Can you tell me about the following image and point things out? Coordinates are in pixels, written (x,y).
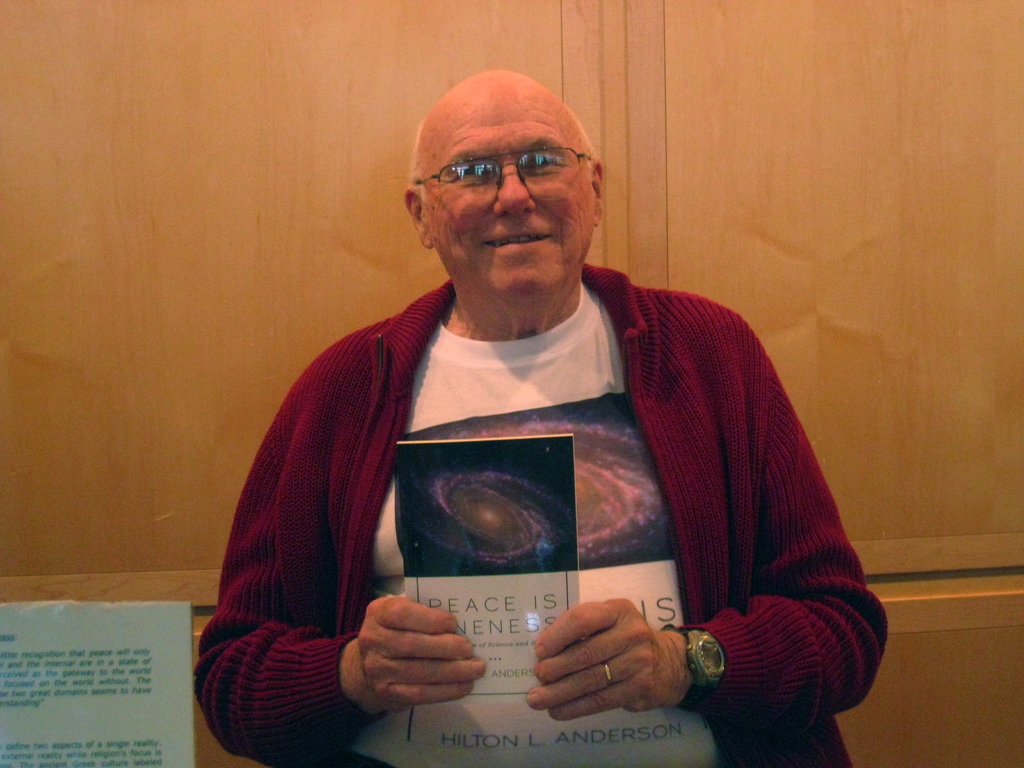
In the image we can see a man (600,418) in the middle of the image (643,460), the man (692,454) is wearing clothes (710,551), wrist watch (703,642), finger ring (607,663), spectacles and he is smiling. He is holding a book (444,544) in his hand (599,646) and we can see the wooden wall (153,316).
